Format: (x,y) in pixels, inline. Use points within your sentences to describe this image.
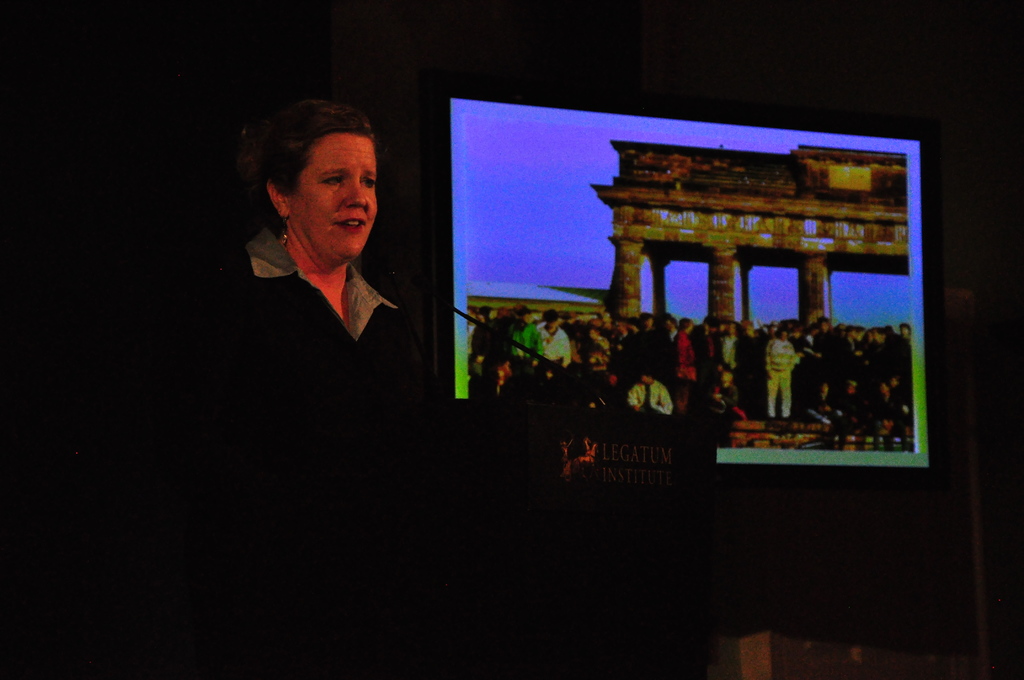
The woman (311,415) on the left side (311,415) is standing. In front of her, we see a podium (578,492) on which microphone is placed and I think she is talking on the microphone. Behind her, we see the projector (610,264) which is displaying something. In the background (350,73), it is black in color. This picture is clicked in the dark.
